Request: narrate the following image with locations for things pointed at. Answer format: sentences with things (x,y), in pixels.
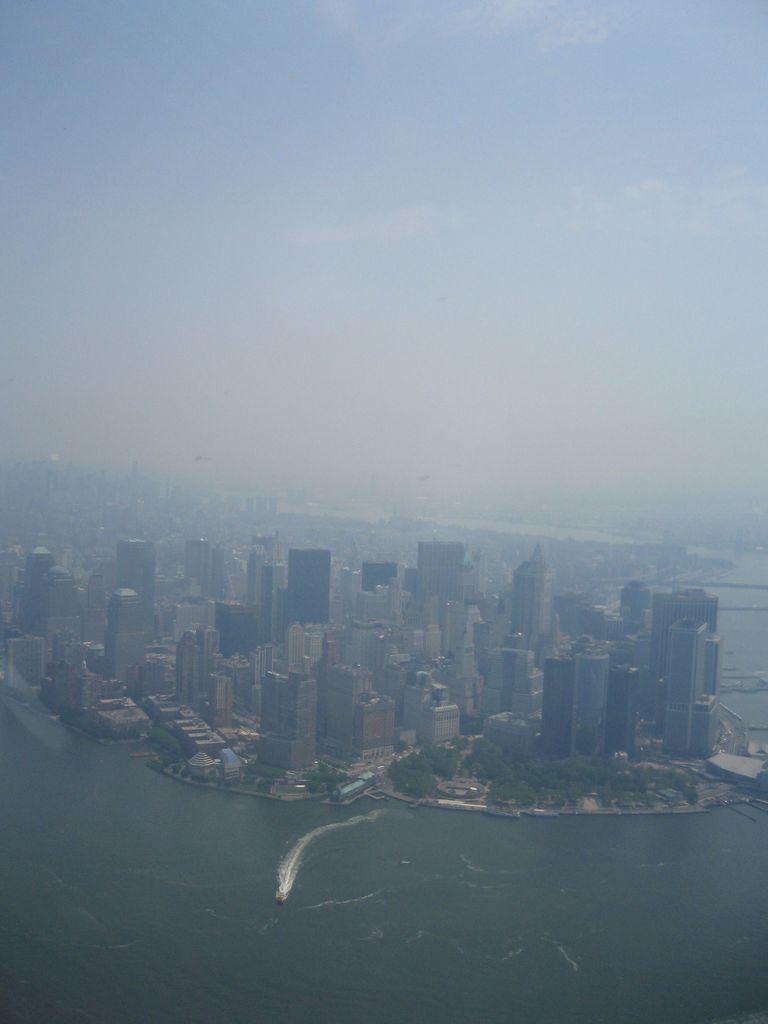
Background (725,282) portion of the picture is blur. In this picture we can see the sky (30,396), buildings (703,725), trees (654,792) and the water (357,986).
